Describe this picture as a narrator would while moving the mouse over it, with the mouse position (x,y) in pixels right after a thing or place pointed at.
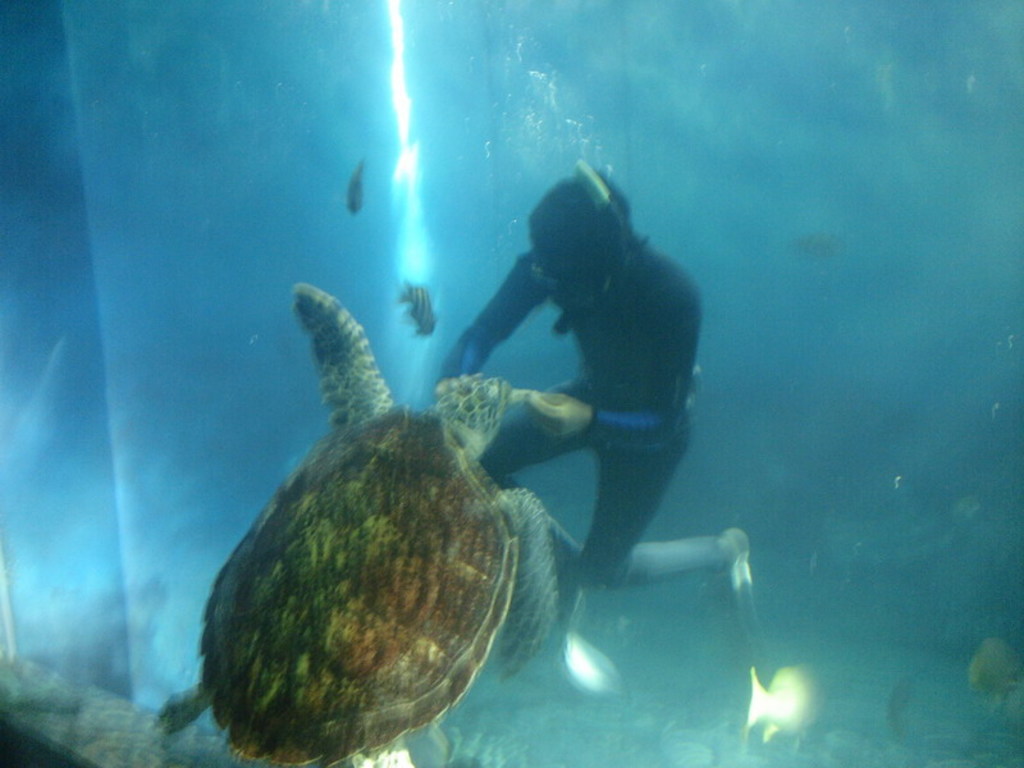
In this image we can see a person (586,440) and tortoise (410,537) in the water (197,153). In the background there are fishes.
